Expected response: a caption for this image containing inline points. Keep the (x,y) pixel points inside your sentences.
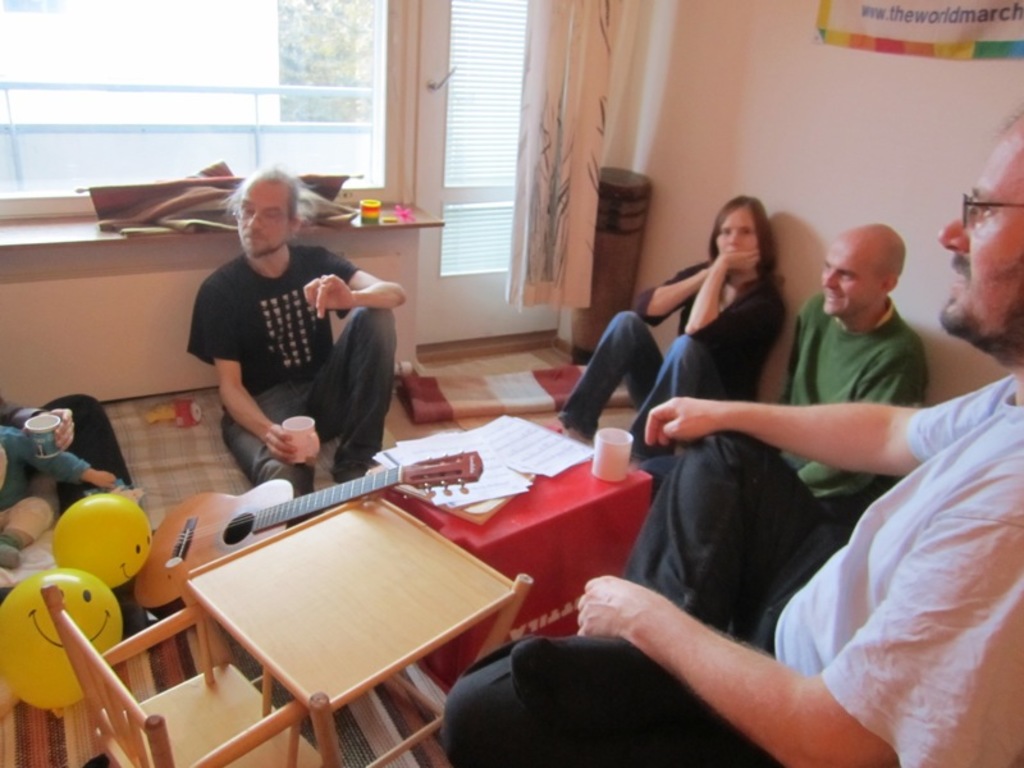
There are five persons (561,720) sitting. these are two yellow color balloons (106,569) and guitar (199,544) placed on the floor (162,511). This looks like a small teapoy (557,516) covered with a red cloth (533,559) where some papers (478,482) and cup (600,455) is placed on it. This is a chair (188,700) and a table (282,645). here I can see some objects (204,196) on the desk (399,217). This is the door (485,112) with the door handle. And this looks like a curtain (567,261) hanging. I can see some object (607,294) at the corner.
